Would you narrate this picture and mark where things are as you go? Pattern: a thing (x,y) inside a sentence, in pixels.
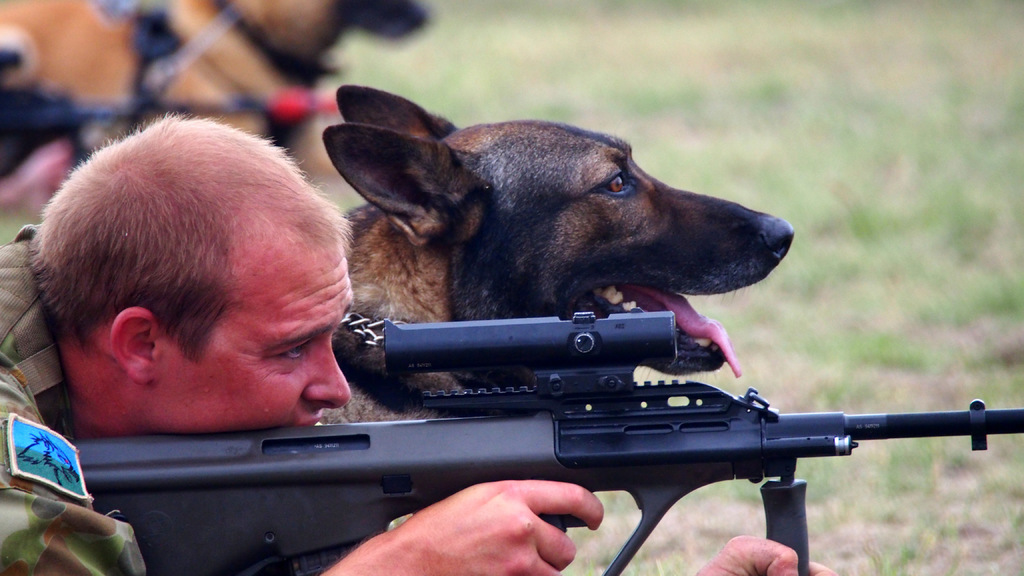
This picture shows about army soldier (230,351) lying on the ground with black color gun (168,514) trying to shoot the target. Beside you can see a brown and black German shepherd dog (496,260) sitting on the ground (702,120).
